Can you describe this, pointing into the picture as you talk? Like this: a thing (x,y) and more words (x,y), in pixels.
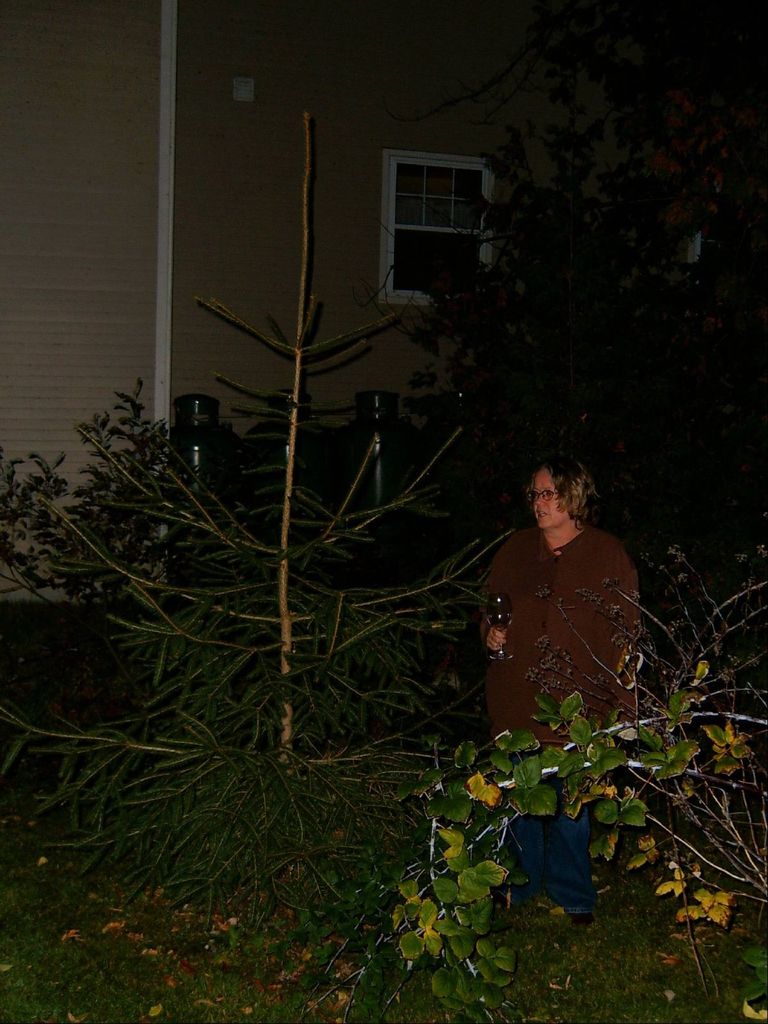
In this image there is a person (547,568) holding the glass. Around her there are trees (354,612). At the bottom of the image (19,984) there is grass (587,963) on the surface (264,951). In the background of the image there is a building (343,179) and there are some objects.
